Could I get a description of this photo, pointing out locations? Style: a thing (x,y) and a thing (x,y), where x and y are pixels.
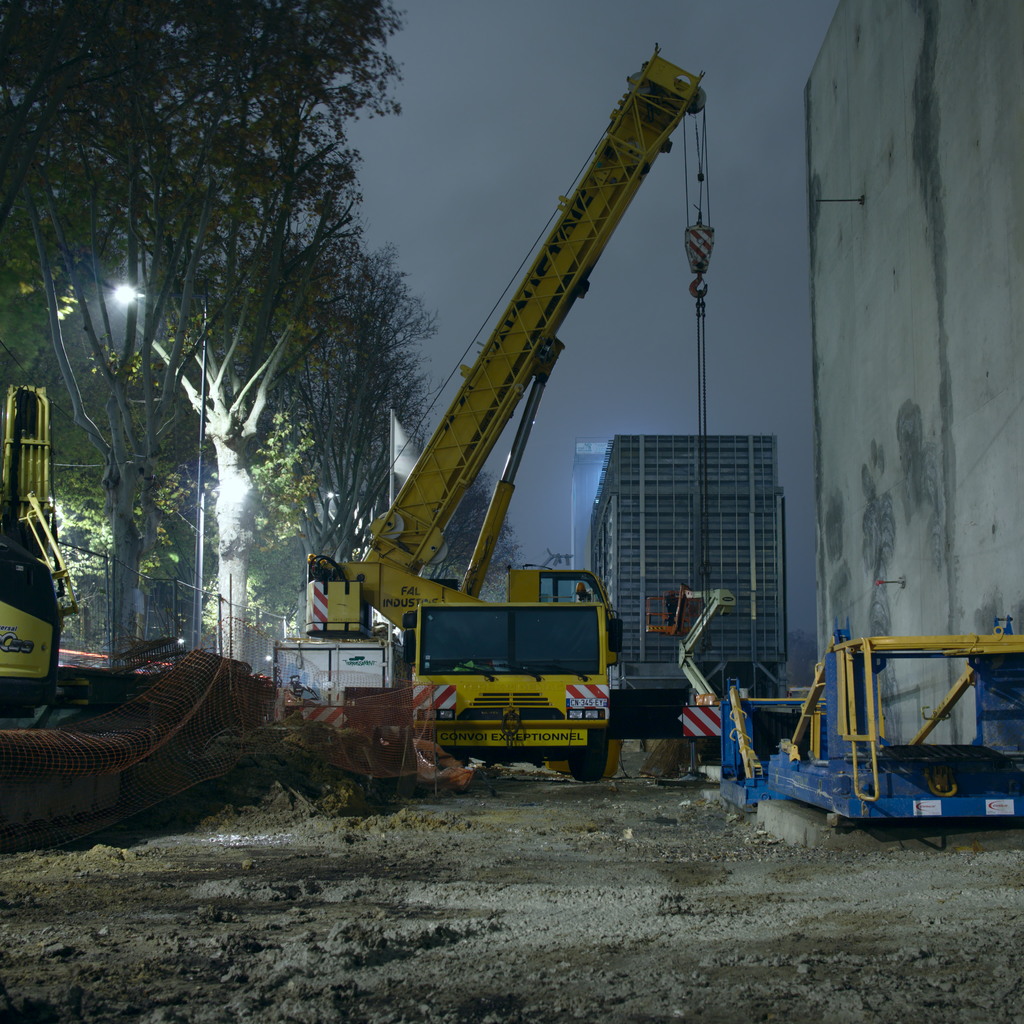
There are trees (223,586), a truck (531,664), buildings (661,582) and other objects (235,678) are present in the middle of this image (493,374). The sky (494,175) is in the background (483,263).
